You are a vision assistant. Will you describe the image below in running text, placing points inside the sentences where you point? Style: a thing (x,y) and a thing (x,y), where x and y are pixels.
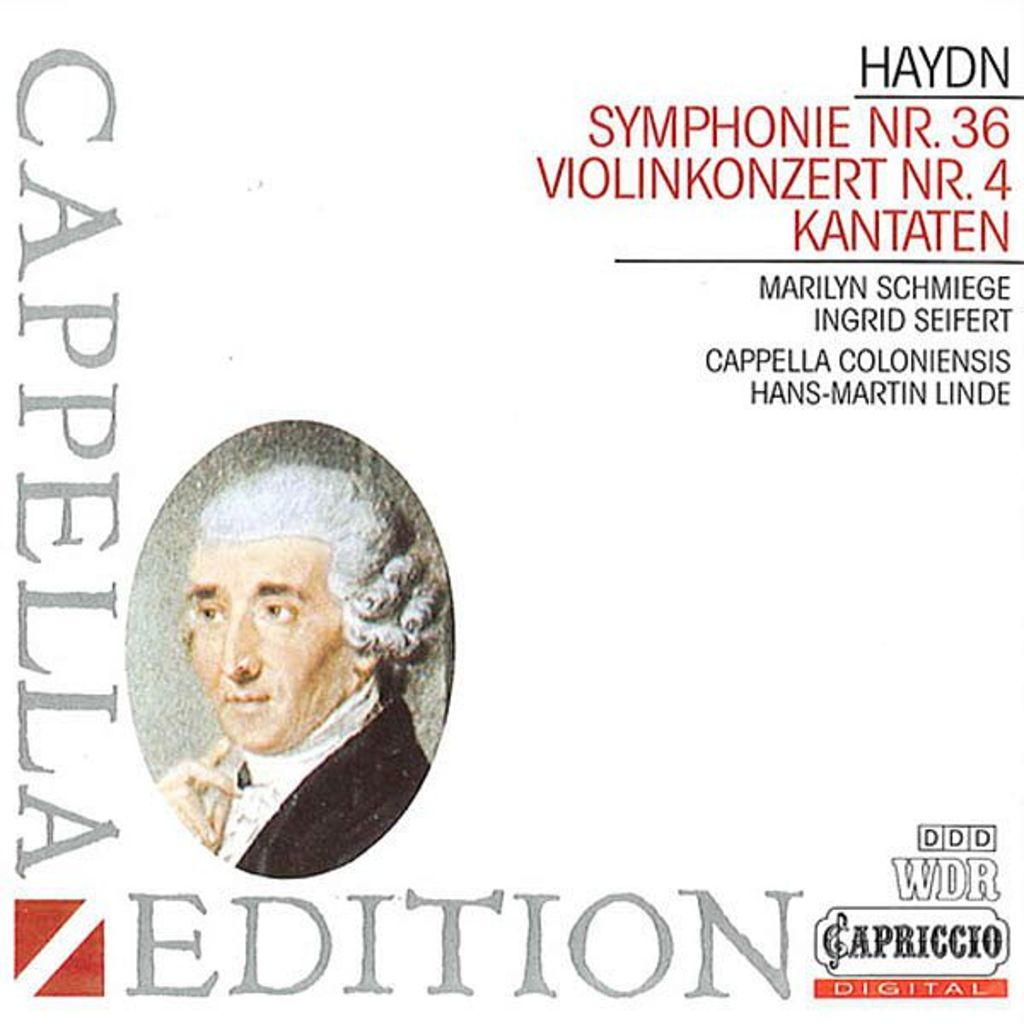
This image is a painting (411,684) on the book (522,601). In this image, on the left side (329,819), we can see a painting (381,784) of a person (381,784). On the right side (879,70), we can see some text (917,126) written on the book (859,662).
